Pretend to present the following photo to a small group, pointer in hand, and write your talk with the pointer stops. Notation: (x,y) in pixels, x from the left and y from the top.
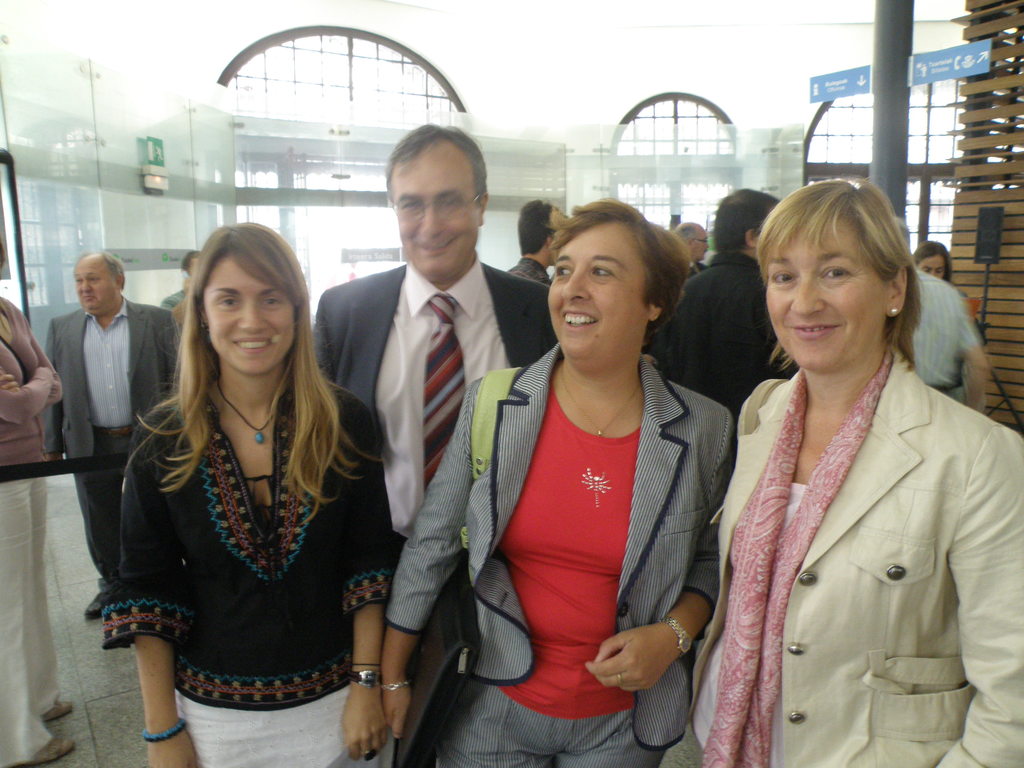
In this image we can see persons (196,531) standing on the floor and some of them are smiling. In the background (577,188) there are sign boards (838,87), windows (709,111) and walls (76,204).
